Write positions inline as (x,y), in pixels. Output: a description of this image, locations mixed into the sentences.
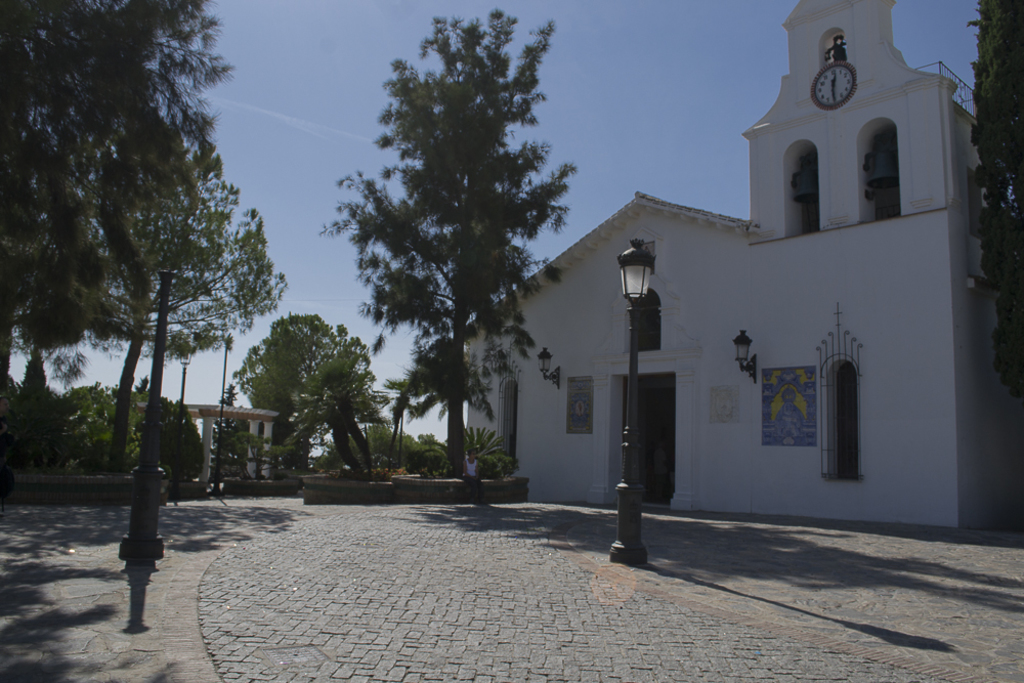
In this image I can see a building (865,260), in front of building (882,262), I can see person (475,481), street light poles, trees (27,256) and the sky (632,39) visible in front of building (942,284).
